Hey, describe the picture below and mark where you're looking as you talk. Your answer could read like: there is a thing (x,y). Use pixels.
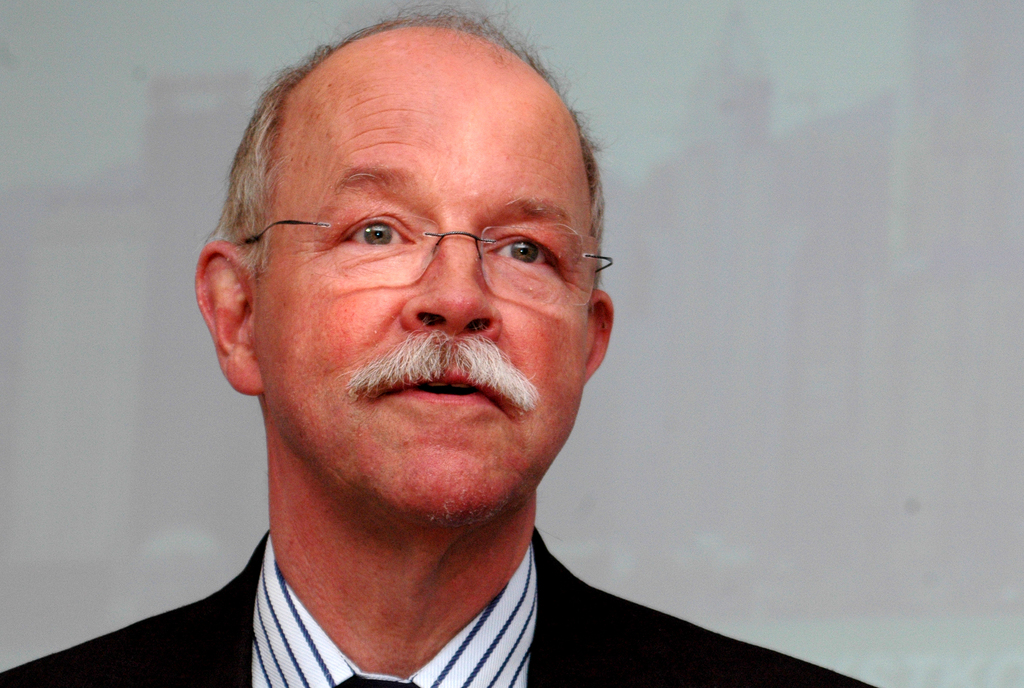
This picture shows a man (418,348), he wore spectacles (420,276) and we see a white background (623,173) and he wore a black coat (531,650).
